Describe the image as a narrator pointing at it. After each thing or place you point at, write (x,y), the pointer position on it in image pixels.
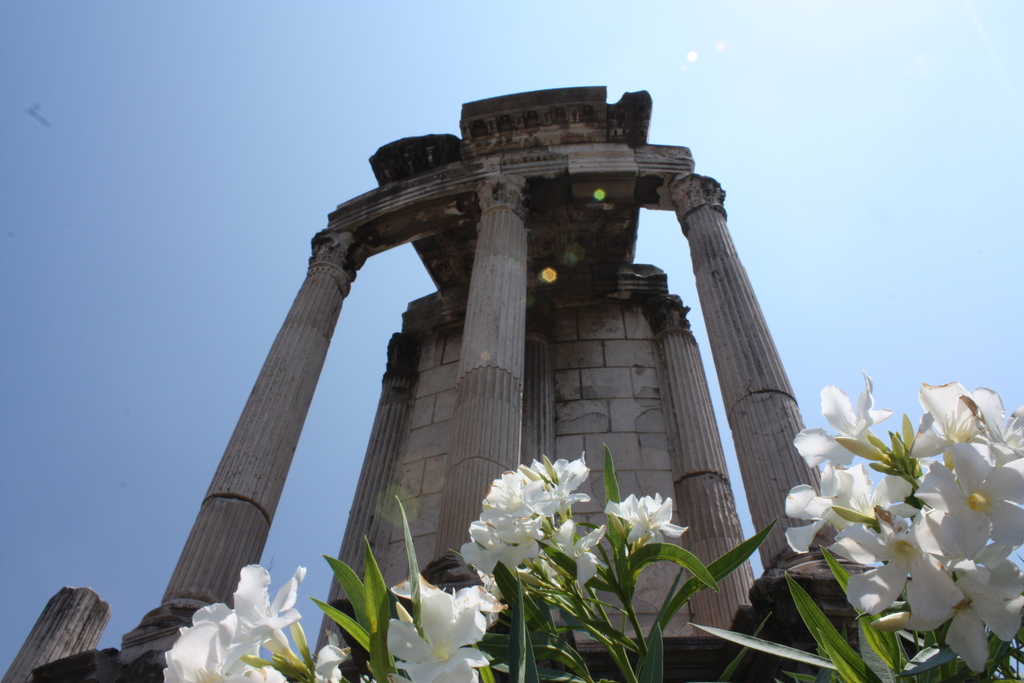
This is an ancient architecture (499,351) with pillars (447,471). These are the plants (681,595) with white flowers (936,511), buds (867,440) and leaves (544,650). This is the sky (428,87).
